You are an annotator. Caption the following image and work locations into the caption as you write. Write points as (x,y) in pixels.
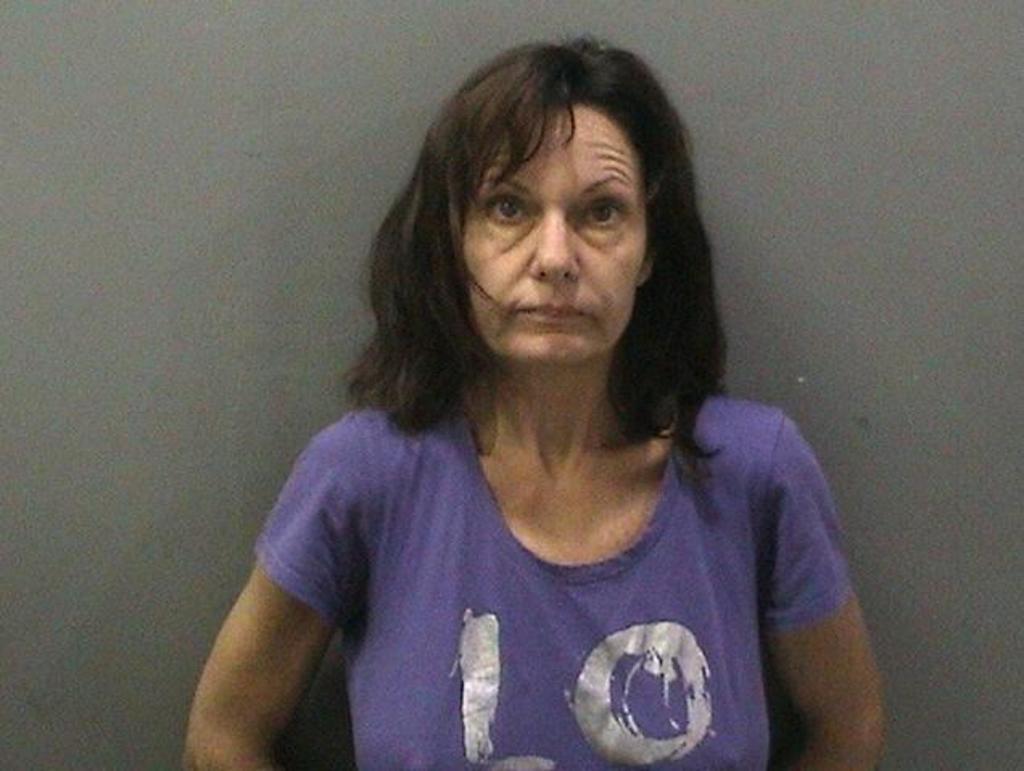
In this image I can see a woman (470,636) wearing a t-shirt (450,577) and looking at the picture. At the back of her there is a wall (133,348).
